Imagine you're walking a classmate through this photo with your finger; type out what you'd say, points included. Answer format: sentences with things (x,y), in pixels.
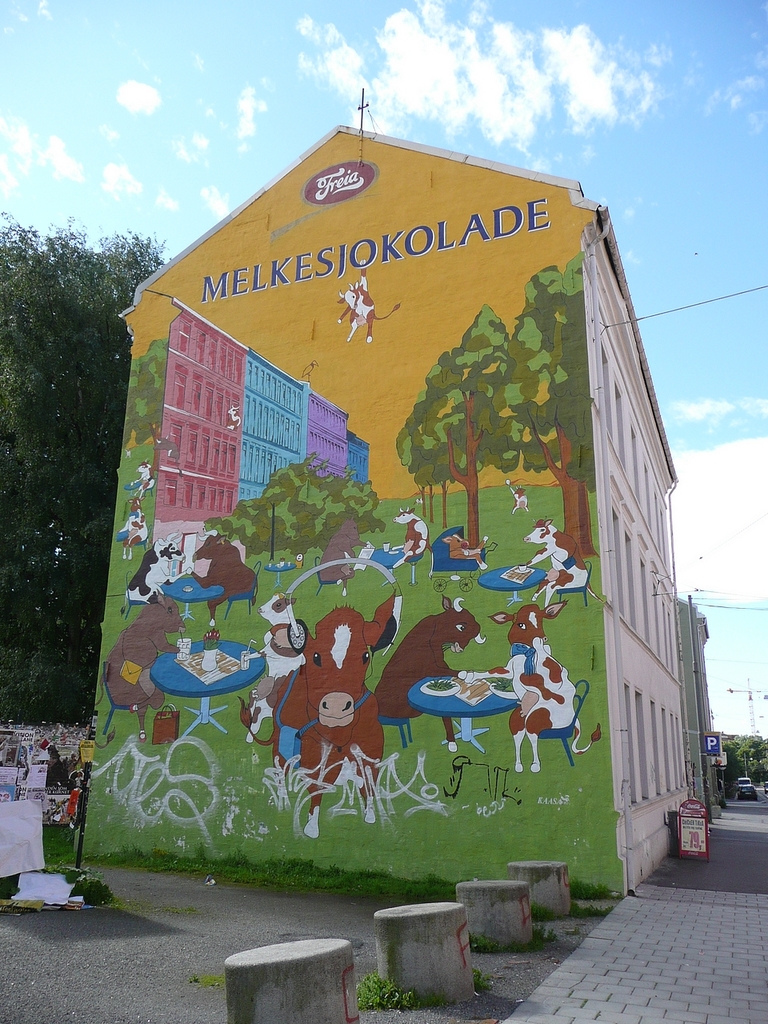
In the picture I can see the buildings (649,640) on the side of the road (754,814). I can see the painting (349,471) on the wall (539,513) of the building (357,637). I can see the trees (38,412) on the left side (109,447). I can see a vehicle (753,795) on the road (747,829) on the right side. There are clouds (728,406) in the sky (639,197).
